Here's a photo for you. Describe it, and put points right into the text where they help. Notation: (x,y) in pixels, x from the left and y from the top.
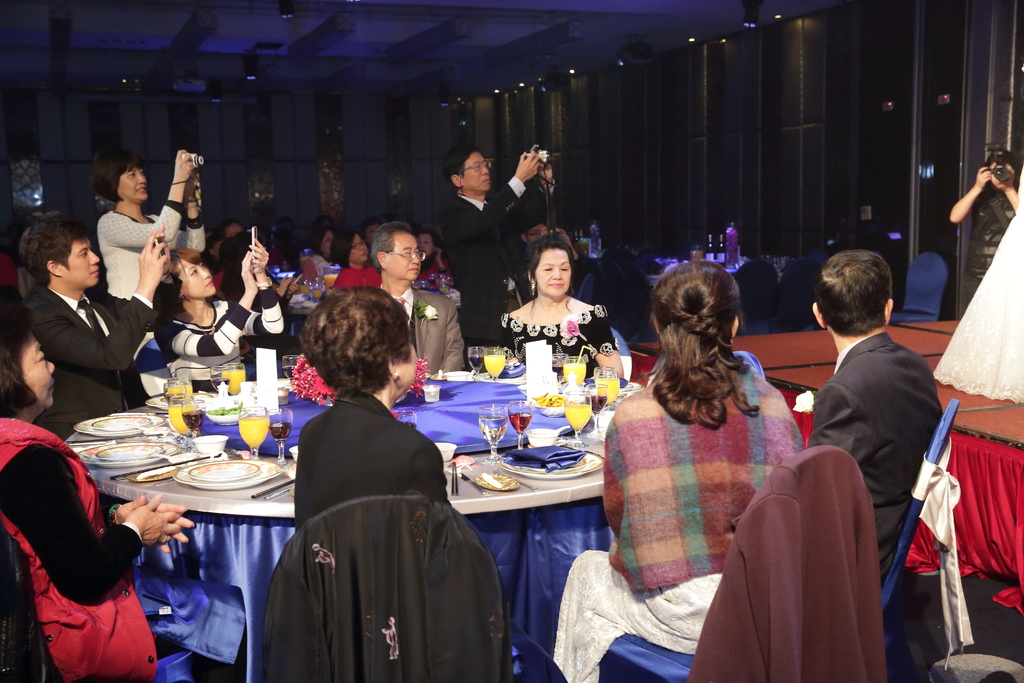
There is a group of persons (710,387) sitting on the chairs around to the table (141,466). There are some glasses (255,440), plates (230,463) and some spoons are kept on to this table (443,432). There are some persons (167,235) standing and holding cameras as we can see in the middle of this image (470,268). There are some persons (361,280) sitting on the chairs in the background (351,237).
